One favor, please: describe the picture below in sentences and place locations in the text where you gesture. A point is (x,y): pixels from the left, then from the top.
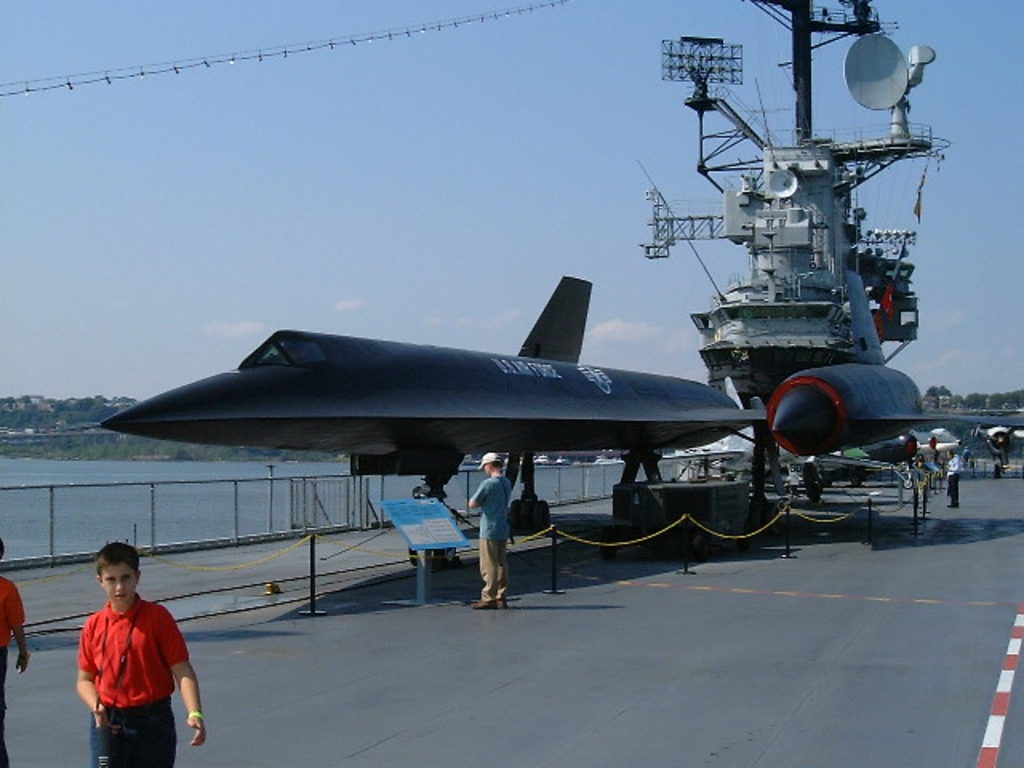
To the left bottom corner of the image (153,687) there is a boy (158,705) with red t-shirt (165,668) is standing. In the middle of the floor (992,501) there is a black plane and a ship (782,234) with antenna (868,87) and few other items (775,281) on it. And in the background (167,480) there is water (56,462) and also there are trees (93,406). To the top of the image (208,97) there is sky (151,78) and also there are wires (275,52).
